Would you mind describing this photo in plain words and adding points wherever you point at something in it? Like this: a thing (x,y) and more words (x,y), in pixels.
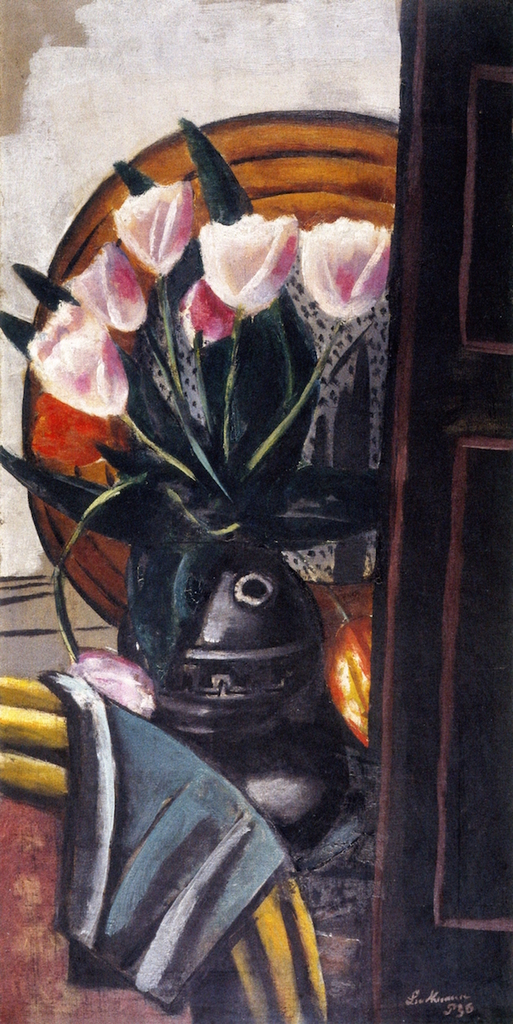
In this picture we can see a painting (72,636) of a decorative plant (193,483), a plate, a door (406,361), wall (103,143) and some objects (95,912). On the image, it is written something.
